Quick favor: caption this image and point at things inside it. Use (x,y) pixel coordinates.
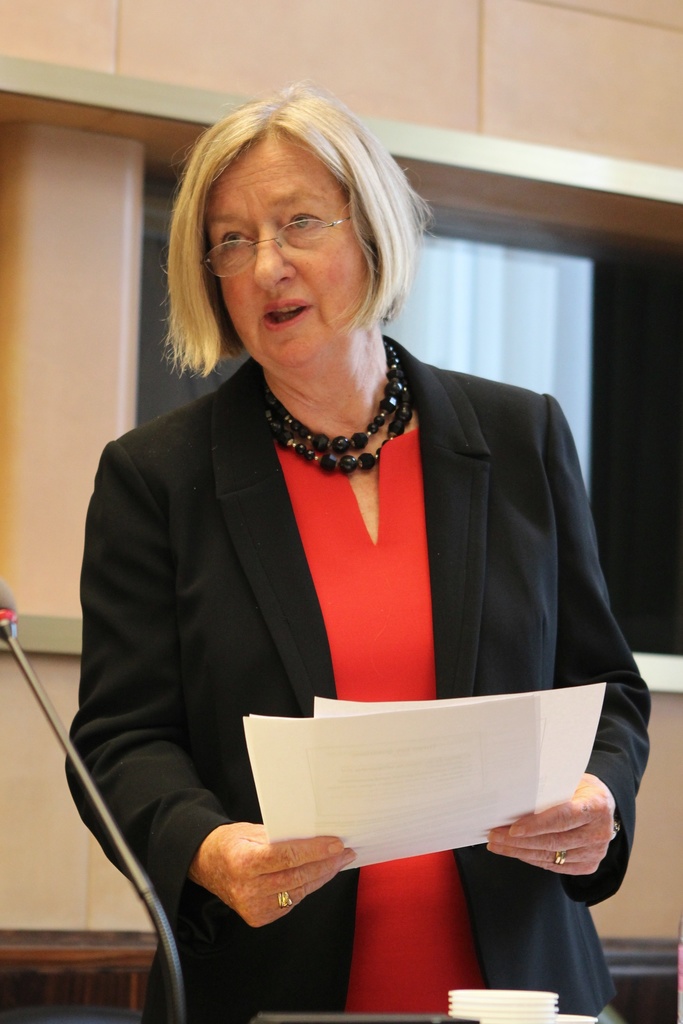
In this image I can see a woman (147,477) is standing. I can see she is wearing orange colour top (358,570), black blazer (218,717), black colour necklace (347,469) and specs (321,233). I can also see she is holding few white colour papers (573,707). Here I can see a mic (160,936) and few white colour things (547,995).
